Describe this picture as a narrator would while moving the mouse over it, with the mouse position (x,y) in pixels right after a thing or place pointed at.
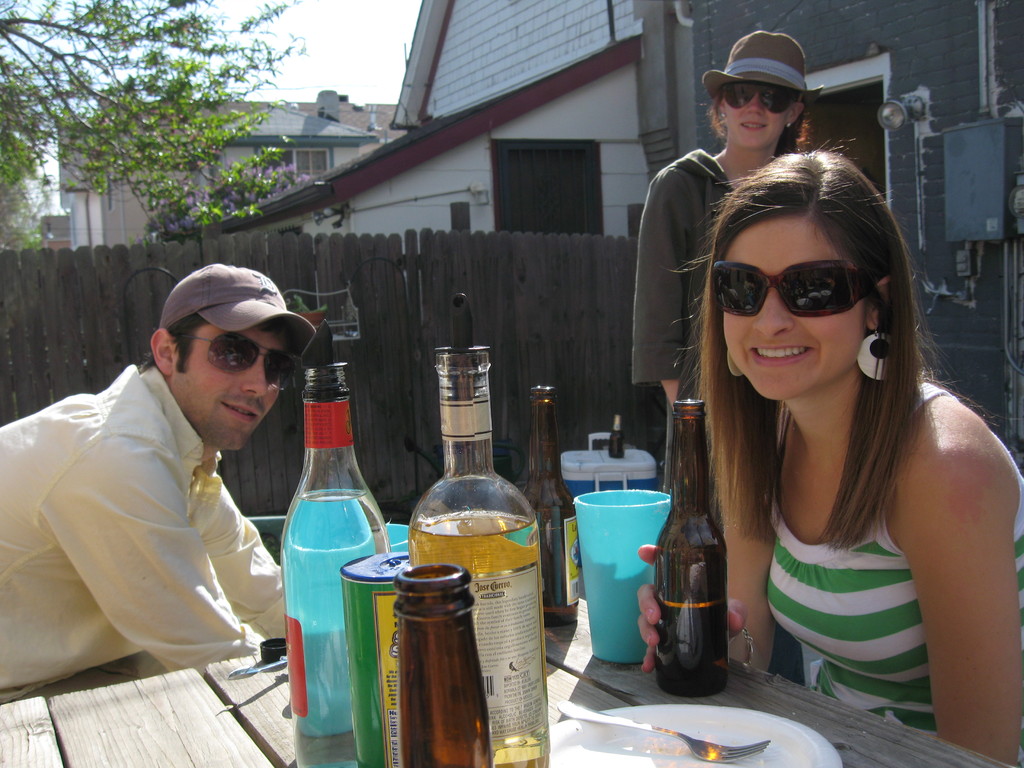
In this image, there are three people (159,374). two are women (762,523) and a man (206,442). Two of them are sitting at a table (184,711) with a few bottles (485,618) in front of them. The woman (647,608) at the right side (729,619) is holding a beer bottle (700,624) in her hand (733,618). There is a glass (621,616) beside the beer bottle (680,629). There is plate (708,712) with a fork (665,734) on it. The man (170,566) at the table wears a half white shirt (51,534). He has a cap (200,284) and spectacles (241,349). The woman (664,234) standing behind wears a hat (778,67) and goggles (767,89). There is barrier wall (428,252) behind her. At a distance, there are some houses (324,135) and few trees (78,161).
